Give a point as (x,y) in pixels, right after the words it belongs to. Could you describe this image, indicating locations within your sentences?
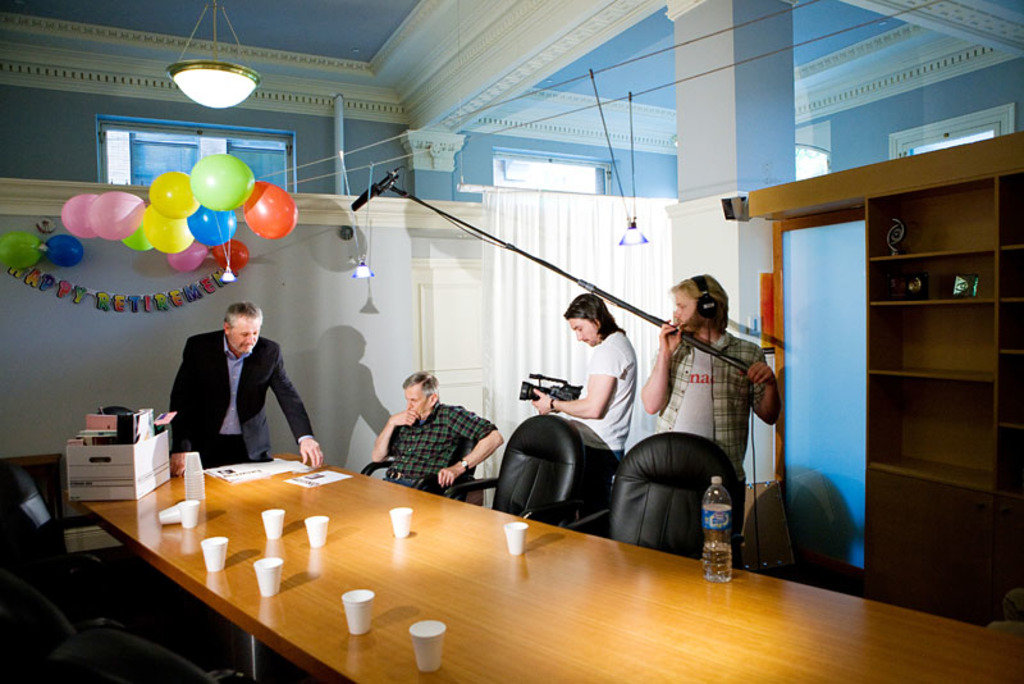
As we can see in the image there is a wall (74,331), balloons (207,188), light (215,61), mic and few people (615,389) over here and there is a table (530,530). On table (347,578) there are glasses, paper (254,472) and box (116,478).
